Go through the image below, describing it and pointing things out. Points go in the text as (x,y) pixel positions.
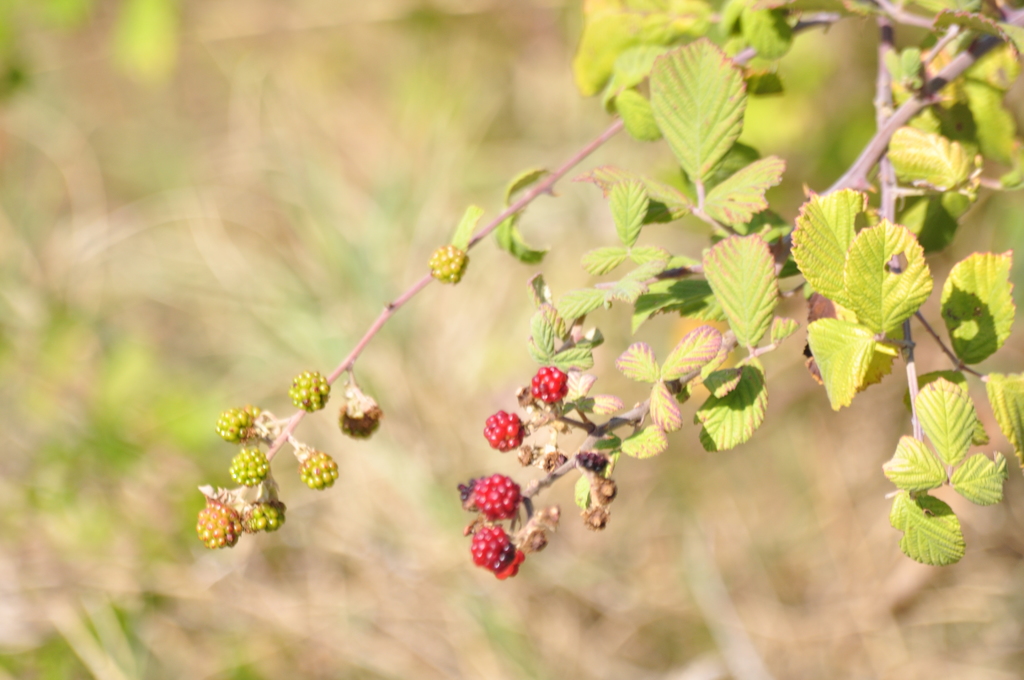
There are berries (238,466) to a plant (698,171) and the background (903,659) is blurred.
